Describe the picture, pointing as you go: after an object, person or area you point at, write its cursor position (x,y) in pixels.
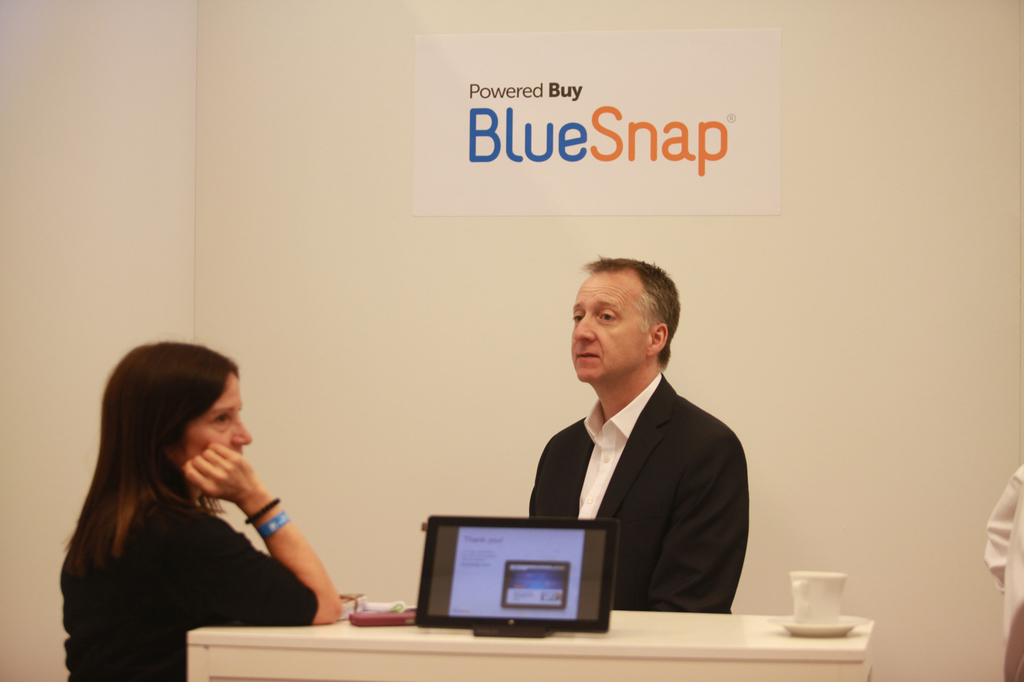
In this picture we can see a man (615,469) and a woman (273,531), there is a table (650,670) in front of them, we can see a tab (531,582), a cup (820,595) and a saucer (818,632) present on the table (766,627), in the background (774,457) there is a wall (751,356), we can see a paper (731,123) pasted on the wall (736,307).
